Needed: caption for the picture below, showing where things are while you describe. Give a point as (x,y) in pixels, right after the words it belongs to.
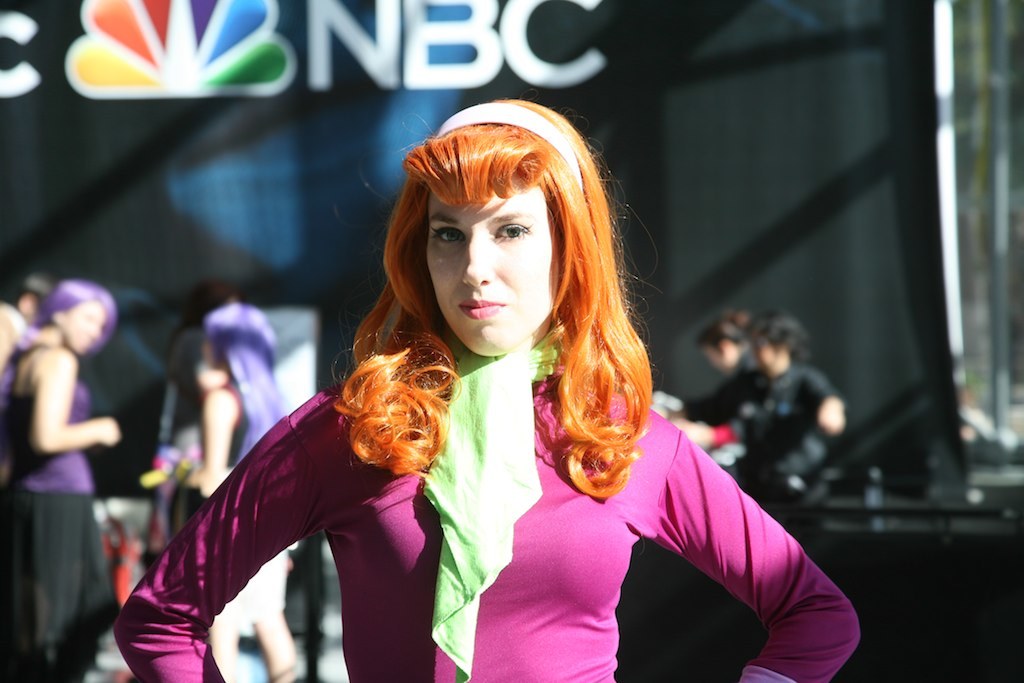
In the center of the image (522,451) we can see one woman (527,521) is standing and she is in a different costume (524,398). In the background (345,231), we can see a few people (198,341) and a few other objects (740,232).
